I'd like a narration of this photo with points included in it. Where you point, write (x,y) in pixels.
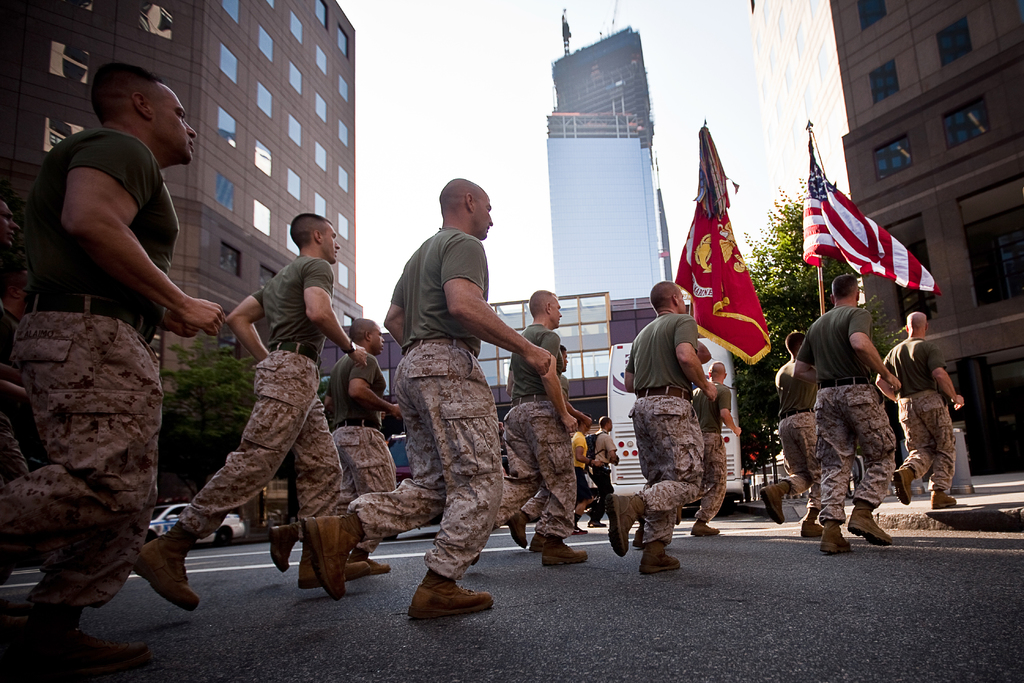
In this image we can see the persons (914,413) with uniforms (869,407) running on the road (628,586). We can also see the flags (730,287), buildings (894,296) and also the vehicles (232,528) and trees (209,415). Sky (450,148) is also visible.
